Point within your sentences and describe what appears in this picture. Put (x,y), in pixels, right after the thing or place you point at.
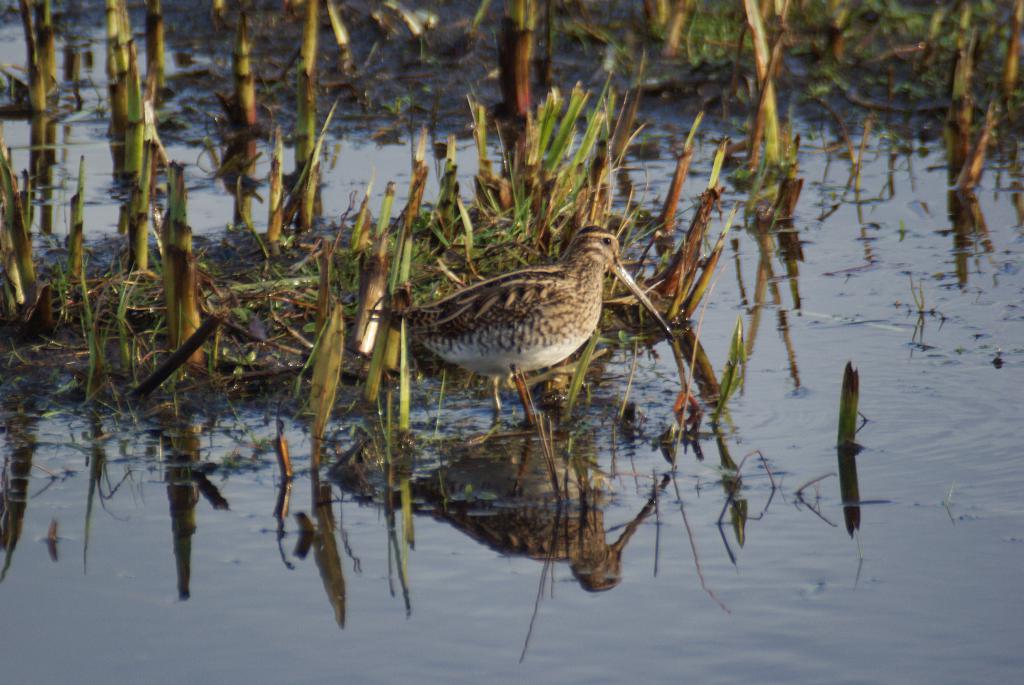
In this image in the center (485,356) there is a bird (485,371) standing and in the background (775,167) there are plants (482,112) and in the front (528,601) there is water (571,608).
